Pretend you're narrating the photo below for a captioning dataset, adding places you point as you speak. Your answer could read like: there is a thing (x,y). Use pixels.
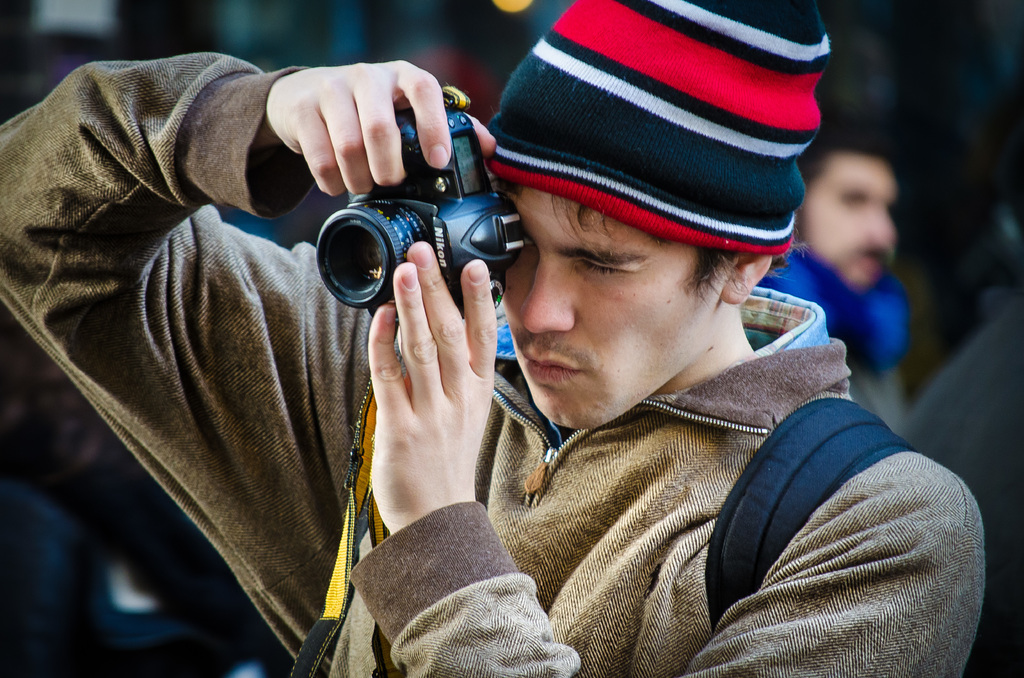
In this image In the middle (643,372) there is a man (624,523) he wear jacket (602,511), bag (793,484), shirt (780,344) and cap (673,138) he is holding a camera (373,251). In the background (904,320) there is a man (864,246).
